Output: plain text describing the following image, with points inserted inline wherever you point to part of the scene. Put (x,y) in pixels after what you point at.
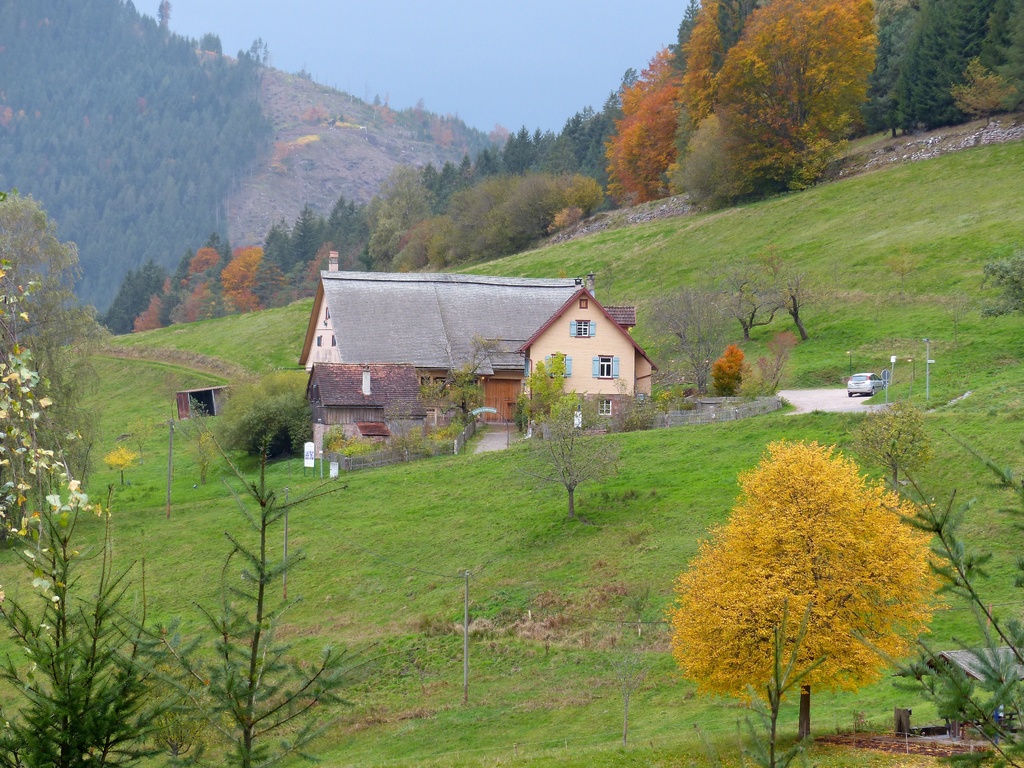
This picture is taken from outside city. In this image, in the middle (492,337), we can see a house (495,332), windows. On the right side (875,393), we can see a car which is parked on the road (861,403). On the right side (971,35), we can also see some trees (795,319) and plants (762,717). On the left side (60,388), we can see some plants (64,503) with flowers (19,481), trees (20,519). In the background (13,56), we can also see some trees (390,220), plants (515,210), rocks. At the top (418,75), we can see a sky (495,116), at the bottom (833,630), we can see some plants (983,724), trees (850,471) and a grass (509,602).
